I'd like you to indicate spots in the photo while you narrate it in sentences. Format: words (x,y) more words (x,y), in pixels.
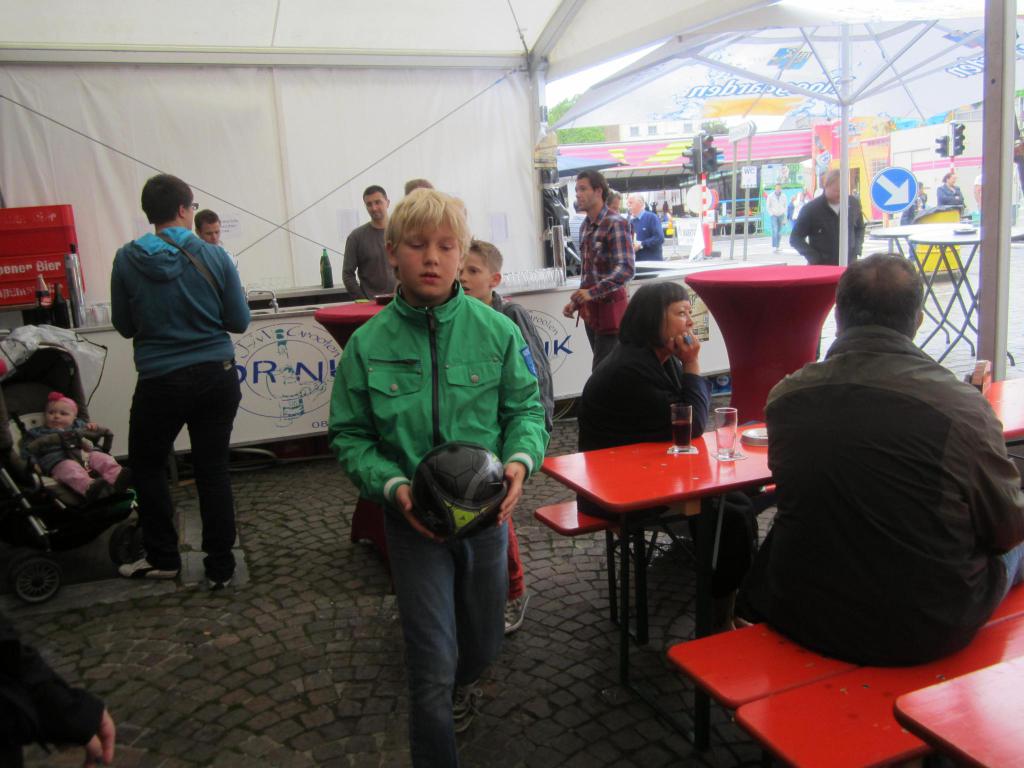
This picture describes about group of people (935,463) some are seated on the chair (789,641), some are walking and some are standing. In front of seated people (637,419) we can see glasses (719,421) on the table (678,462) and they are all in the tent (436,139). In the background (900,211) we can see some sign boards (900,206), traffic lights (692,159), trees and couple of buildings (879,128).
